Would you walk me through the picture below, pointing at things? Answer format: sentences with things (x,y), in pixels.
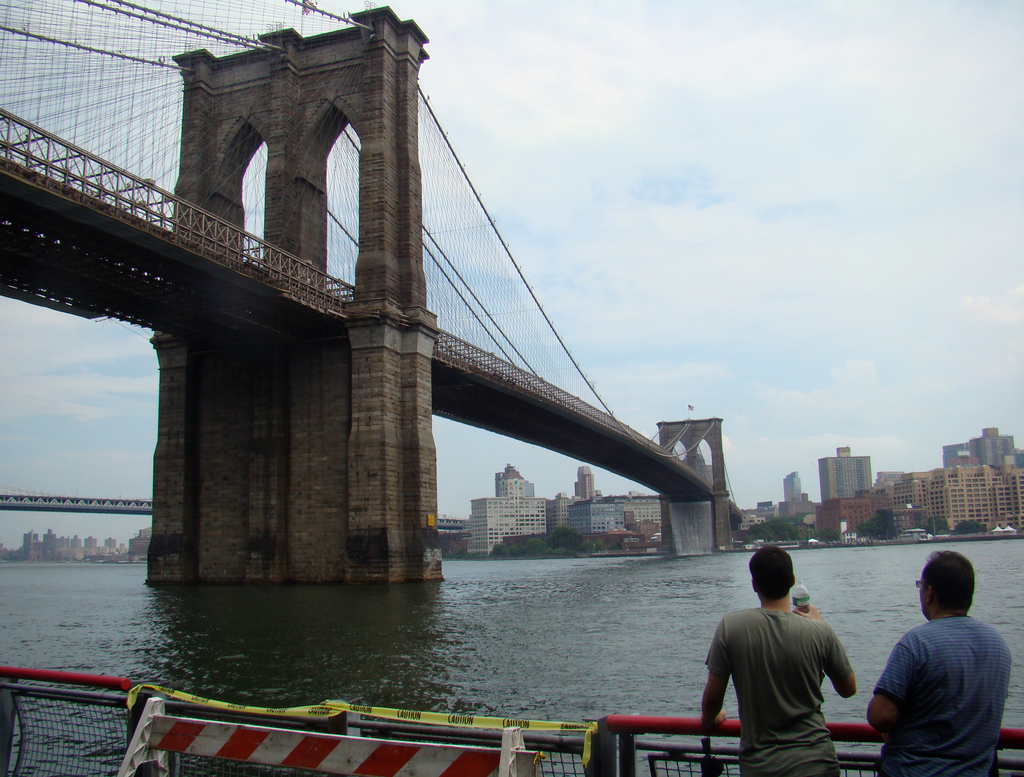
In this image, I can see a bridge (653,475), which is across the river (408,618). These are the water (498,624) flowing. I can see two people (804,716) standing. At the bottom of the image (409,757), I think these are the barricades (397,752). I can see the buildings (528,517) and the trees (560,536). On the left side of the image (142,510), It looks like another bridge (81,499). This is the sky (754,251).
